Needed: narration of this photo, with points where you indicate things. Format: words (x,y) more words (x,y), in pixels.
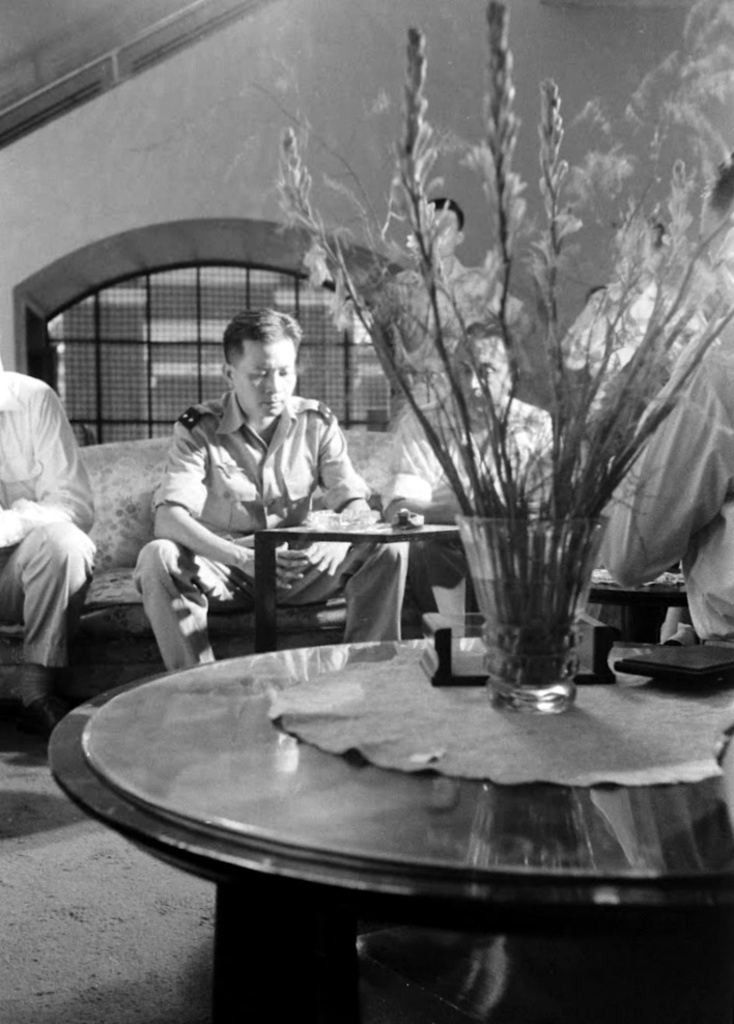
In the image we can see few persons (194,582) were sitting on couch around table (539,795). In front (548,795) we can see table (524,871), on table (487,881) we can see flower vase (574,693). And back we can see wall (520,226) and few more persons (653,237) were standing.
